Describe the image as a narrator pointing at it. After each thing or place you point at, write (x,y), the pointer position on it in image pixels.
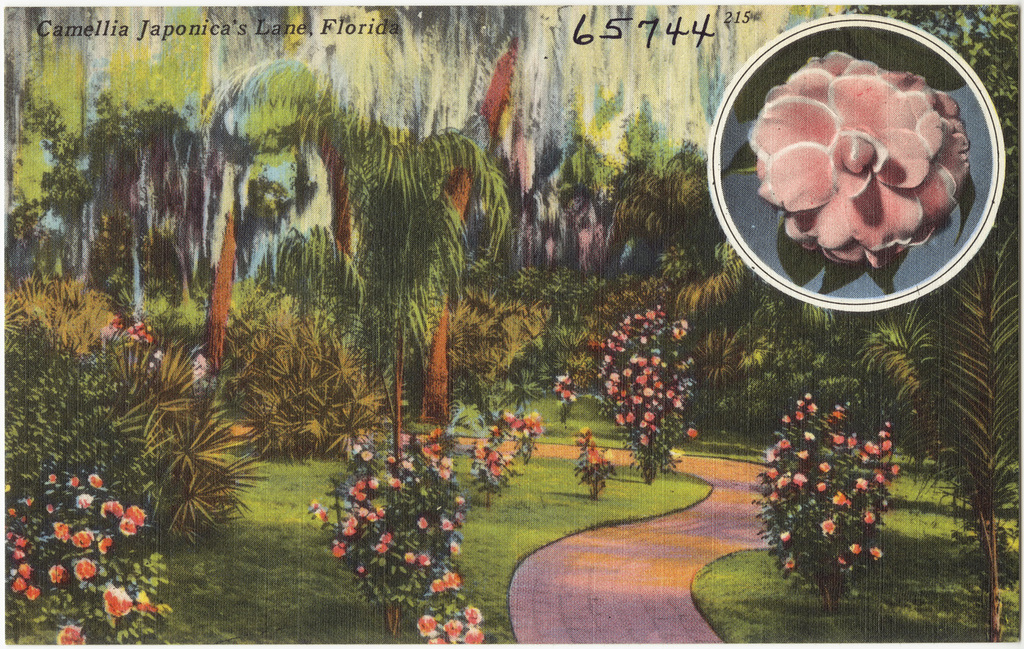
This image is a painting. In this image there are trees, plants (428,436) and flowers (467,611). At the bottom (611,536) there is a walkway (602,617) and we can see grass (794,609).
